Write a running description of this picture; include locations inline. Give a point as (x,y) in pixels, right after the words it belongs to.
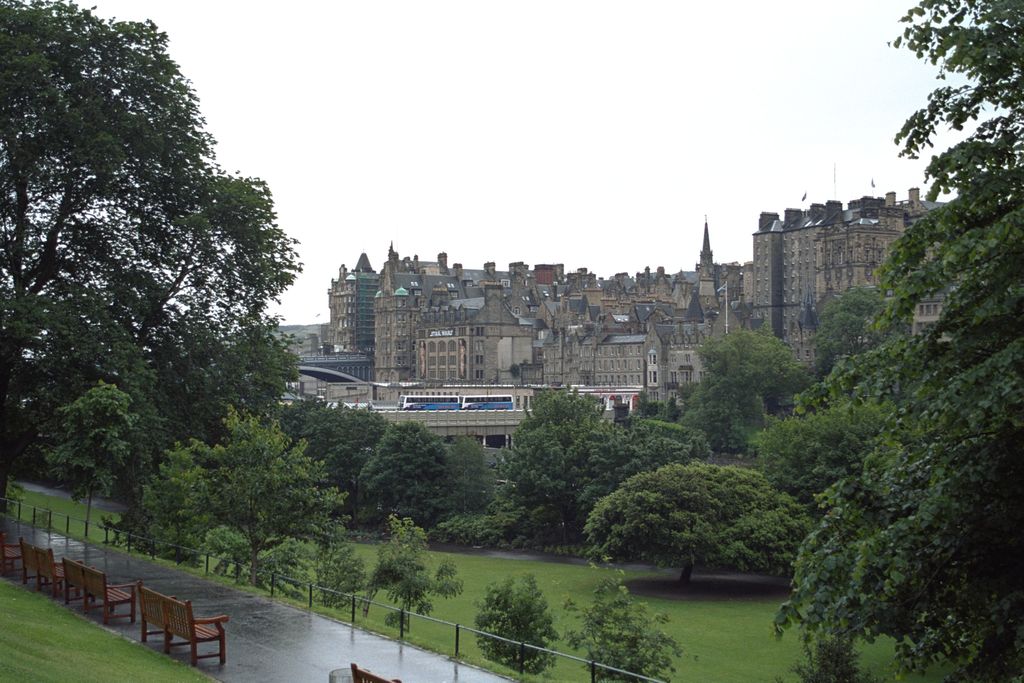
In this image I can see the grass (90,648), the road (293,643), the railing (323,588), few benches (30,554) on the road (239,625) and few trees (209,405). In the background (536,386) I can see few buildings (560,348), the bridge (481,413), few vehicles (446,404) on the bridge (432,415) and the sky (485,154).
